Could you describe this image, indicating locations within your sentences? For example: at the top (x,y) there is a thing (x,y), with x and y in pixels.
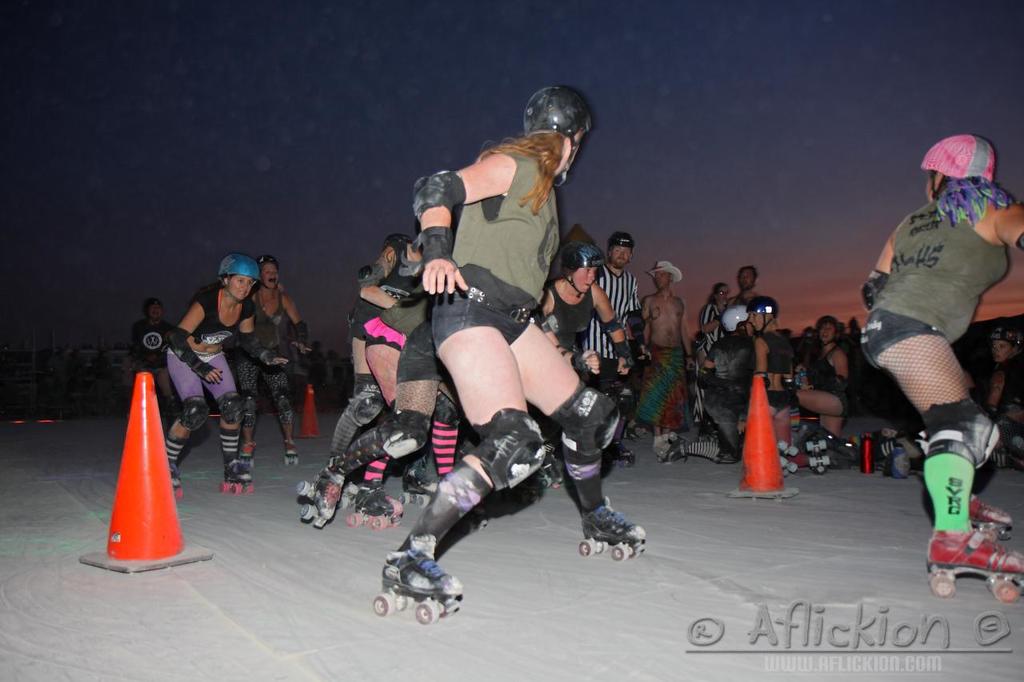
In this picture, we see people (584,345) are skating. We see red color stoppers (143,551) beside them. On the right side (724,327), we see people (712,350) are standing. In the background (830,239), we see the sky (634,117). This picture is clicked in the dark.
